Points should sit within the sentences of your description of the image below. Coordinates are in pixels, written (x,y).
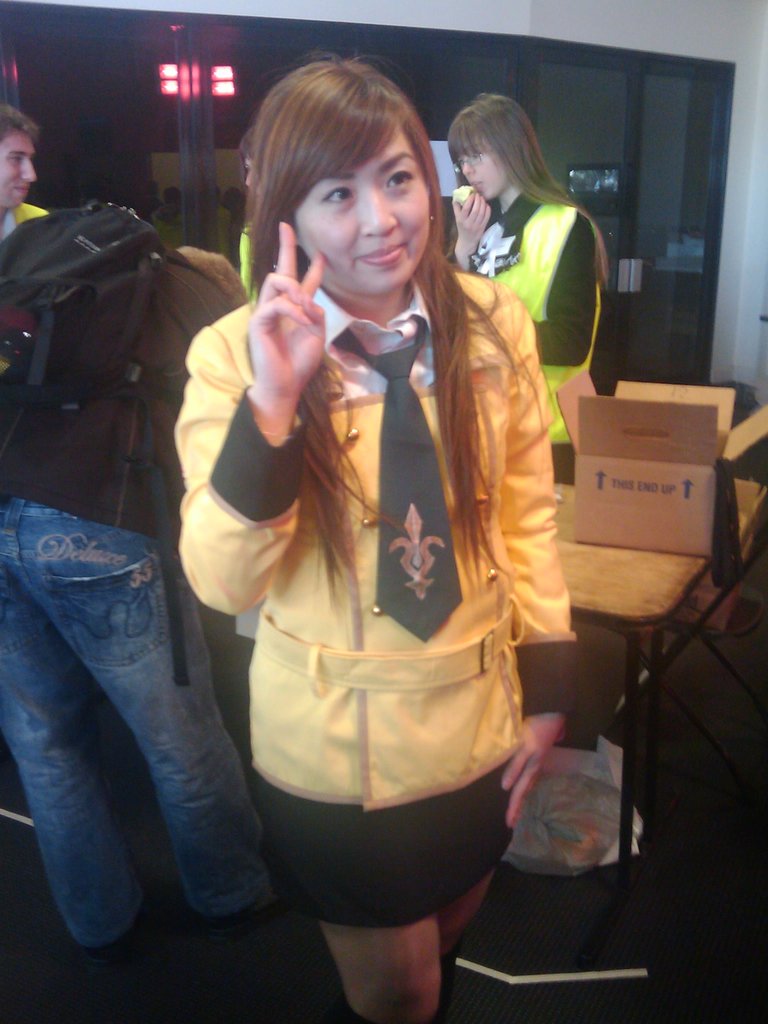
In the image there is a woman (376,693) standing in the front (228,528) and behind her there is a table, on the table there is a box (664,433), there are few people (583,237) standing around the table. In the background (211,63) there are glass doors (640,97) and beside those doors (644,58) there is a wall (746,319).
